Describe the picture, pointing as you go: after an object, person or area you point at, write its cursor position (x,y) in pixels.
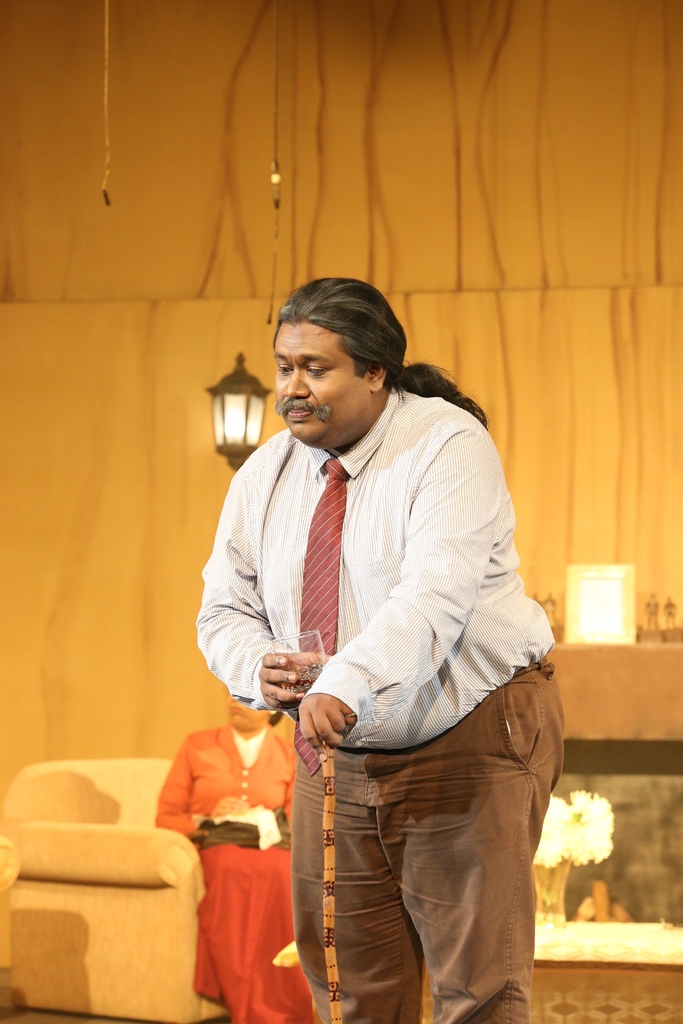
In this picture we can see a person (273,676) holding a glass (290,648) in one hand (291,695) and a stick (332,766) in another hand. There is a woman (230,855) sitting on a chair (65,815). We can see a lantern (216,433) on the wall (214,374). There is a frame (569,632) and a few idols (547,601) on the table (596,648). There is flower vase (547,896) in a glass (555,898).
